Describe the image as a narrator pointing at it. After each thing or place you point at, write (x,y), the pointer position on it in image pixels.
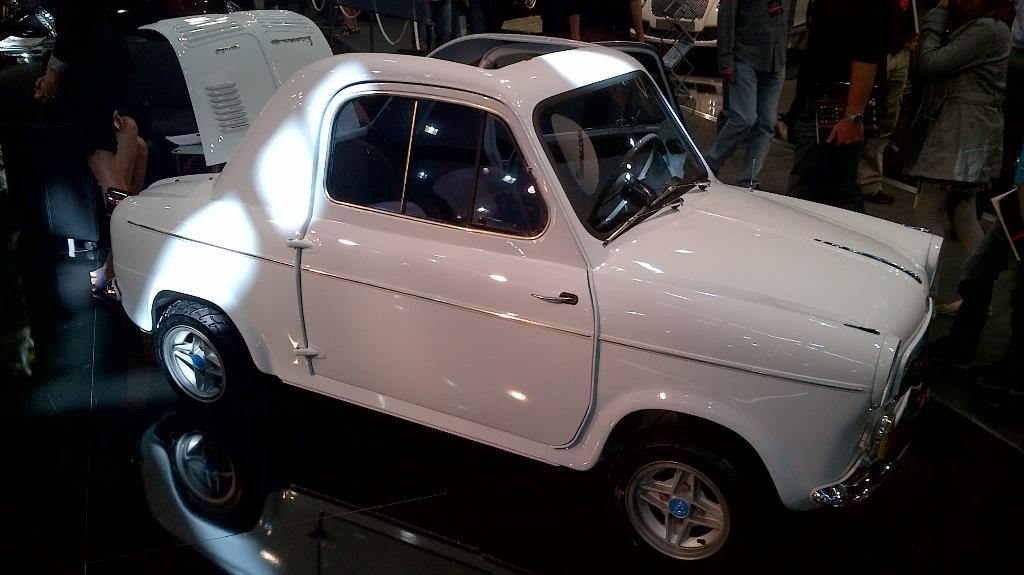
In the center of the image (575,265), there is a car (432,237) and in the background (775,73), there are many people (801,68).
